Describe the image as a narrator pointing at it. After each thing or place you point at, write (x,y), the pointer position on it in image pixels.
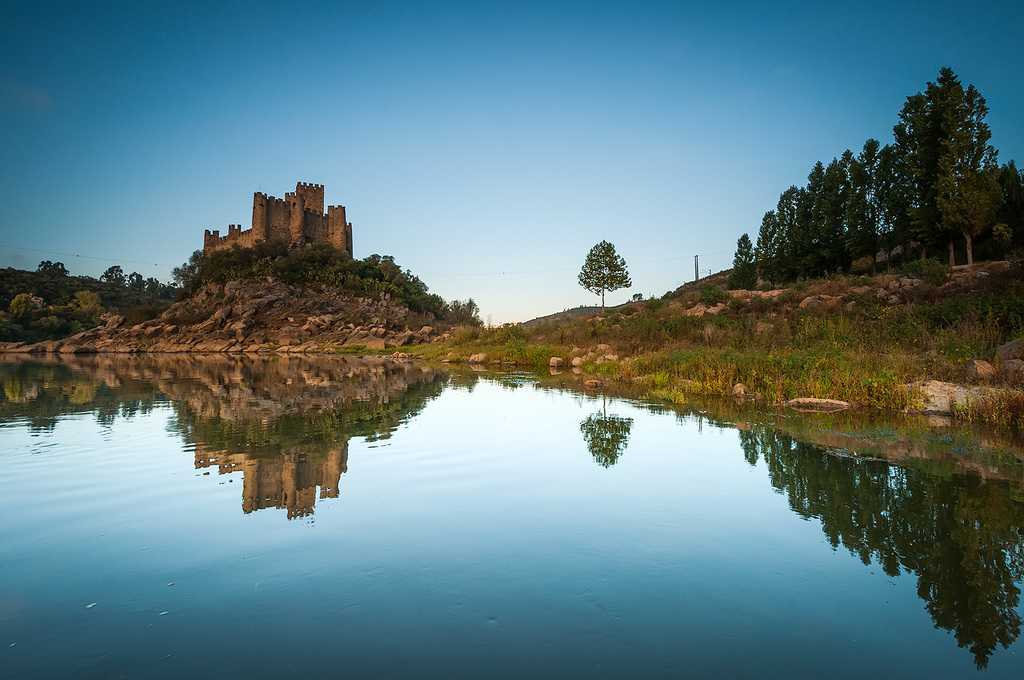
In this image we can see water (495,545). In the back (289,310) there are rocks (289,303), plants (429,312) and trees (782,265). Also there is a fort (240,245). In the background (452,129) there is sky (470,135). On the water (237,439) we can see reflections (183,368) of fort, trees (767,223) and rocks (237,388).
